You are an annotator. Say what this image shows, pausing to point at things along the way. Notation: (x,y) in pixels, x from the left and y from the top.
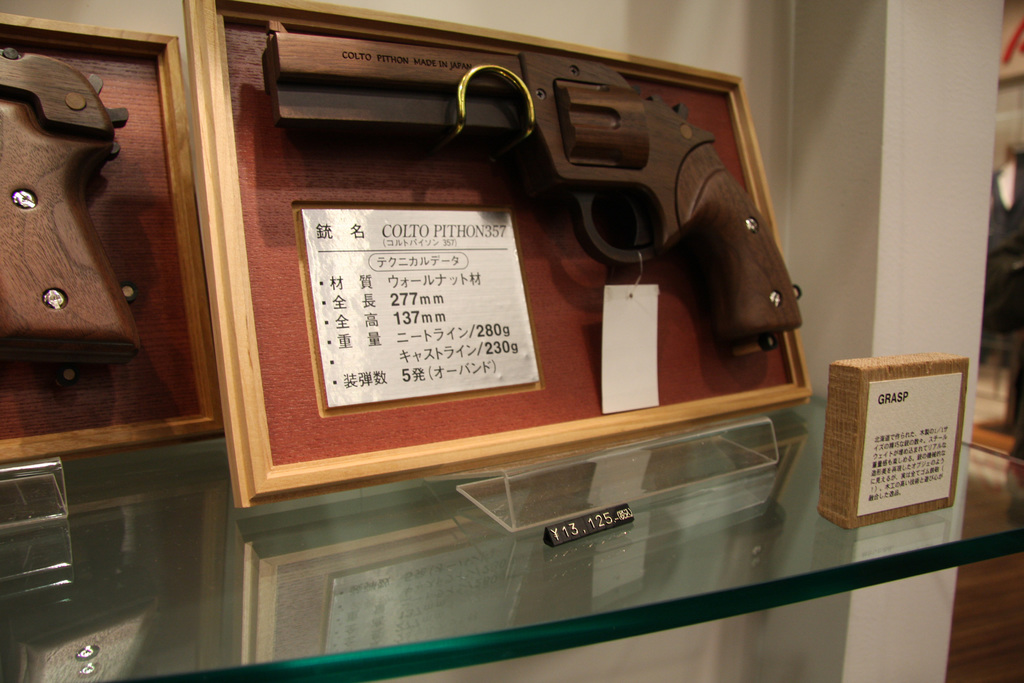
These are the handgun weapons (59,263), which are fixed to the boards (151,225). I can see a small name board (620,513), wooden frames (503,393) and few other things (858,465) are placed on the glass table (581,551). This looks like a tag (627,328). On the right side of the image (898,268), I think this is a pillar (892,216).
